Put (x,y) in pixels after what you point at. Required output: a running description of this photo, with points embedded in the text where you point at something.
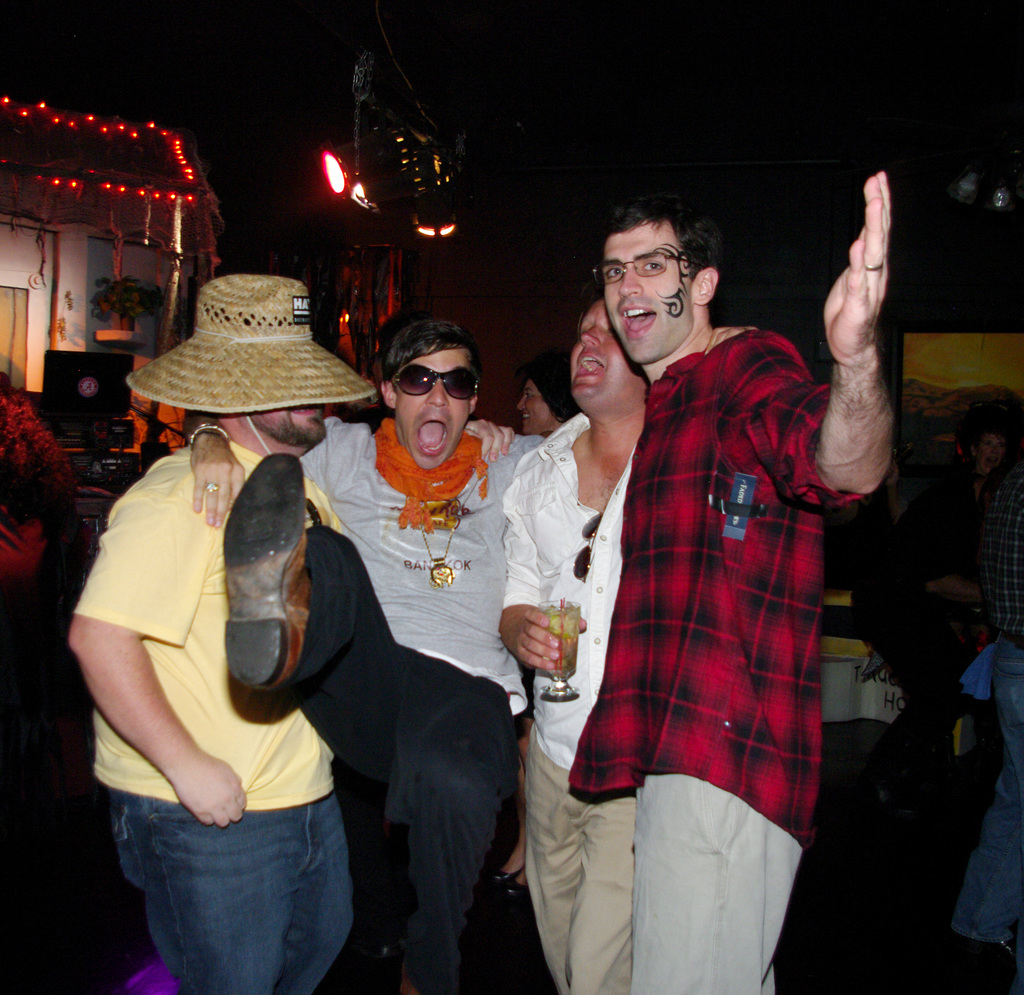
In this image we can see some persons (517,554), glass (563,683) and other objects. In the background of the image (962,189) there are some persons (908,629), lights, monitor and other objects (35,260).
